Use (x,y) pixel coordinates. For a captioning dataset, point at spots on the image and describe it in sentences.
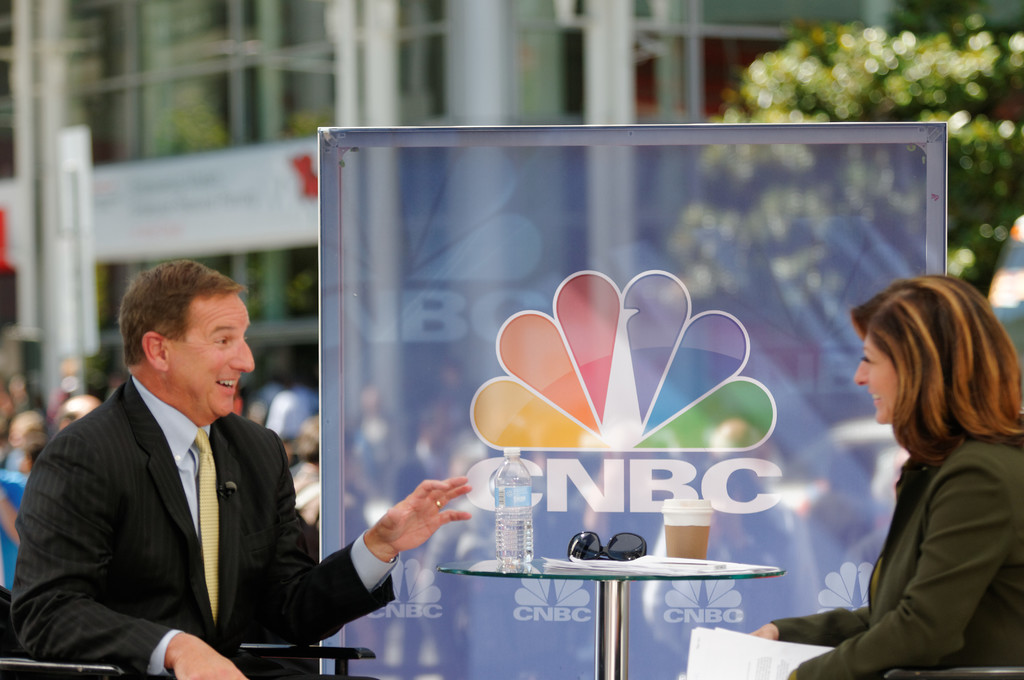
As we can see in the image there is building (499,110), tree (778,108), banner (551,254) and few people (180,400) sitting on chairs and there is goggles (589,546) over here.
